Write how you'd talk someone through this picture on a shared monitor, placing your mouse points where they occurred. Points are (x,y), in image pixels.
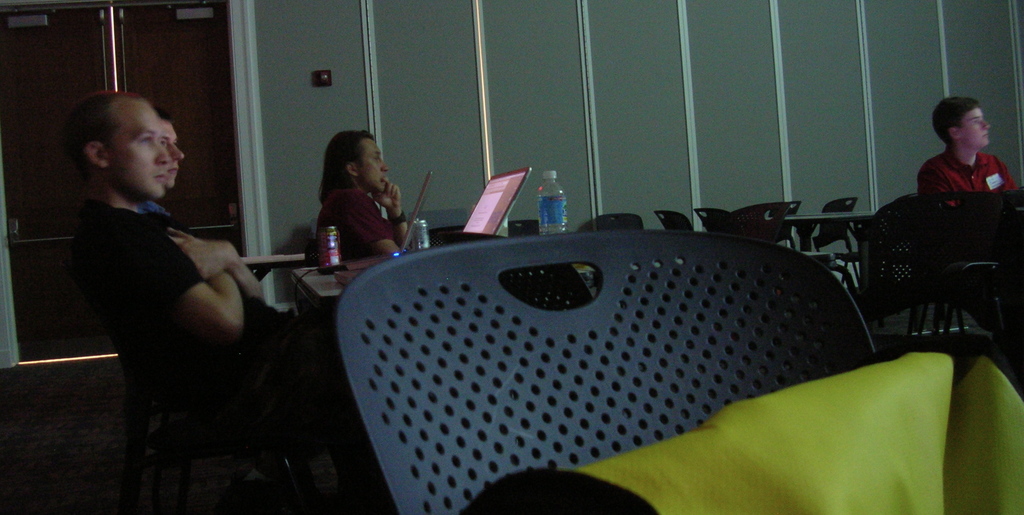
Four men (366,218) are sitting at tables (310,293) and listening to something.
